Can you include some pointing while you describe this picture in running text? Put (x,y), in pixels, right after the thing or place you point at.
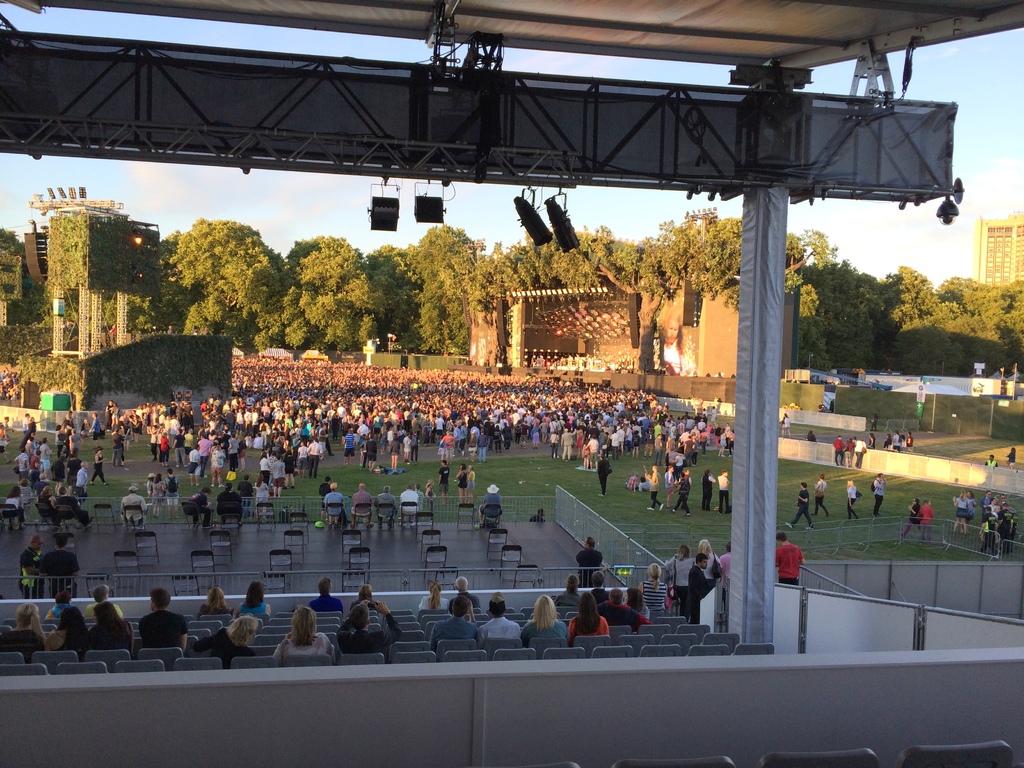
There are persons (367,609) sitting on chairs (661,623). Above them, there is a roof (800,23) which attached to the pillar (759,229). In the background (974,199), there are persons (208,503) sitting on chairs (125,561), there are persons (302,370) on the ground (870,510), there are trees (996,350), buildings (994,242) and clouds (221,188) in the blue sky (511,62).
